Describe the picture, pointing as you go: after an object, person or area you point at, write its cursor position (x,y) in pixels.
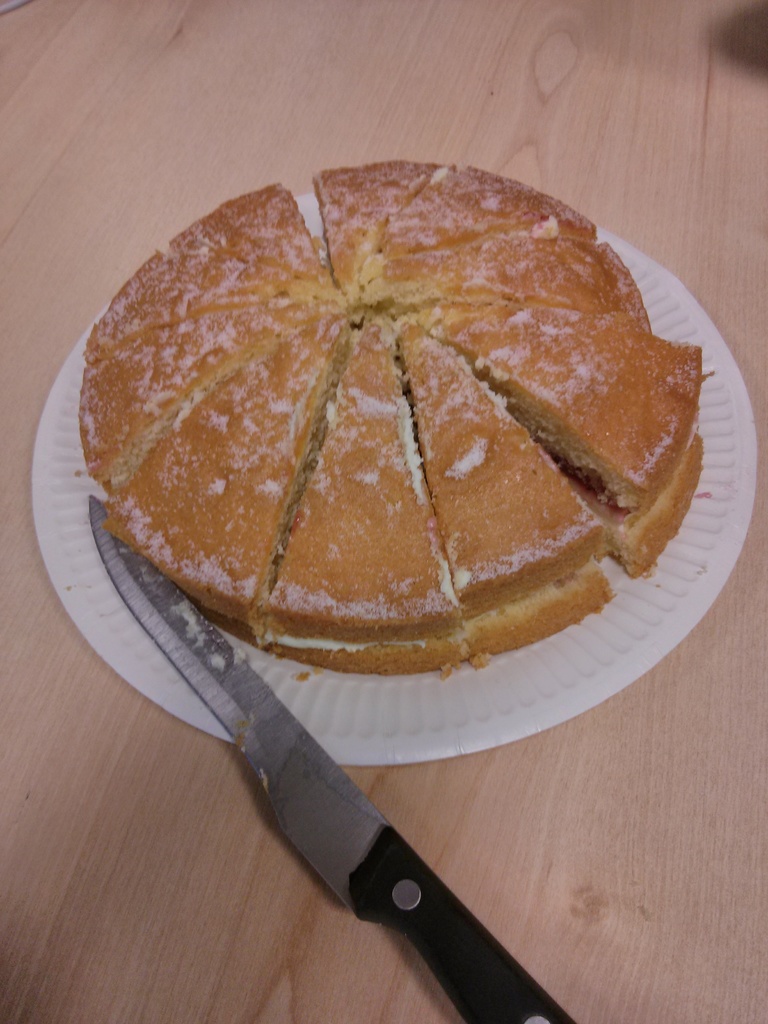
This image consist of food (287,479) which is on the plate (324,707) and there is a knife (297,726) which is on the surface (557,808) which is brown in colour.
